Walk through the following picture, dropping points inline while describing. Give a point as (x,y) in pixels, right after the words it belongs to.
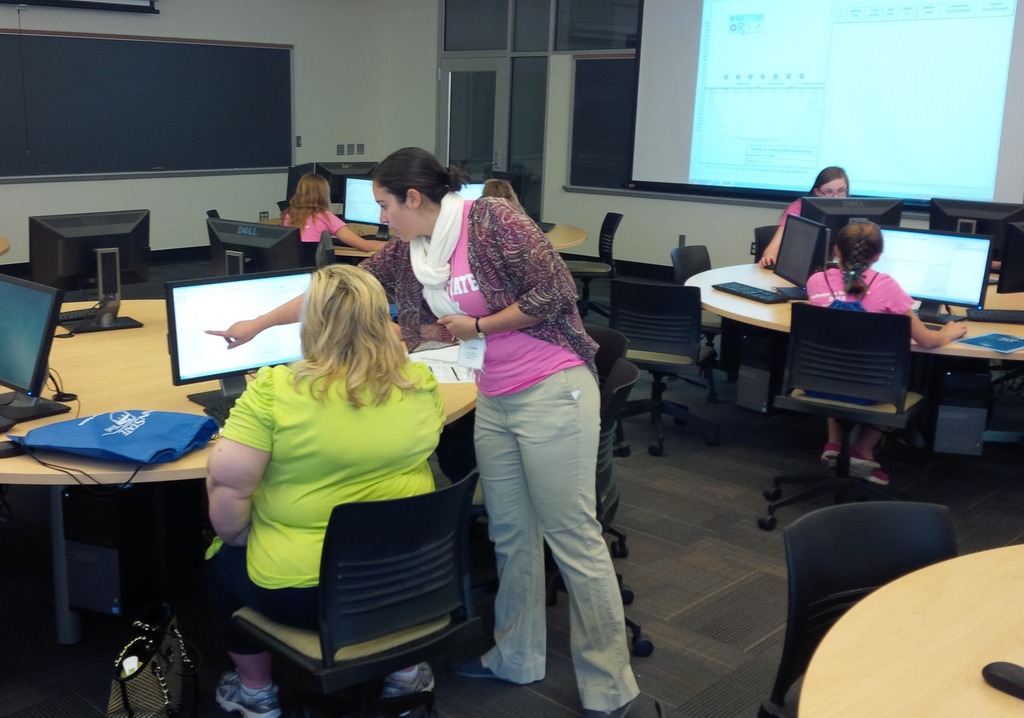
In this picture we can see group of people (777,244) few are seated on the chair (378,540), and one person (518,351) is standing and she is showing the monitor (212,352) to the another woman (377,431), in front of her we can find a bag (103,423) on the table (138,408).
